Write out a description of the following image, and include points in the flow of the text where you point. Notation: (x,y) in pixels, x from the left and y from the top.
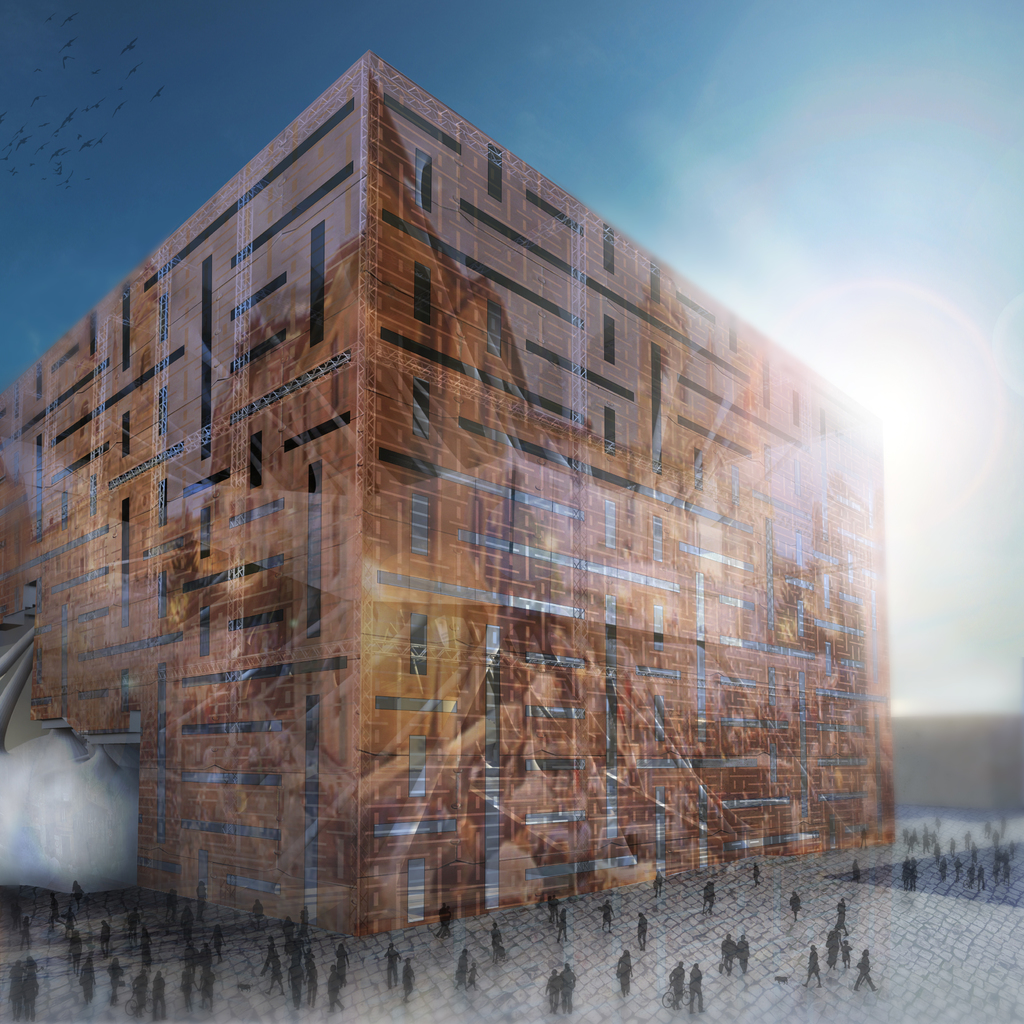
This is an edited image. In the center of the picture (392,387) there is a building (535,656). In the foreground (509,956) there are people (812,967). Sky (520,137) is clear and it is sunny. At the top left (67,100) there are birds (80,145).
